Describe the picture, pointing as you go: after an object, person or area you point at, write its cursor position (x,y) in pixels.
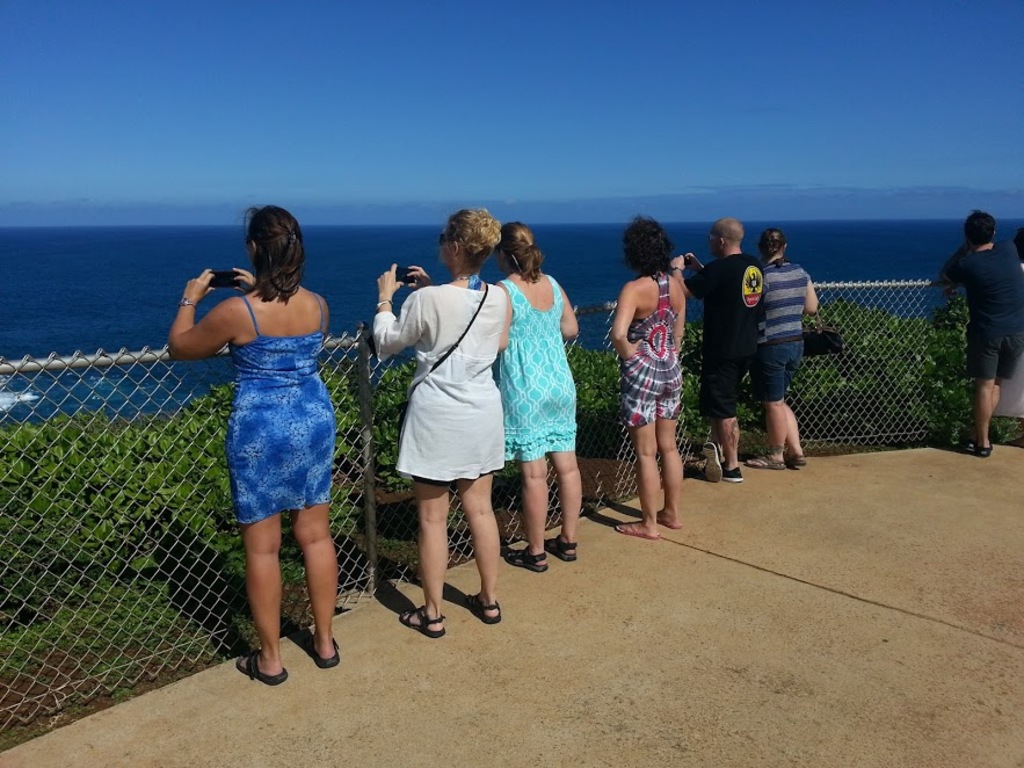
In this image there are people (429,523) standing on the floor (614,659). In front of them there is a mesh (79,455). There are plants (109,458). In the background of the image (168,268) there are water (58,271) and sky (455,66).
